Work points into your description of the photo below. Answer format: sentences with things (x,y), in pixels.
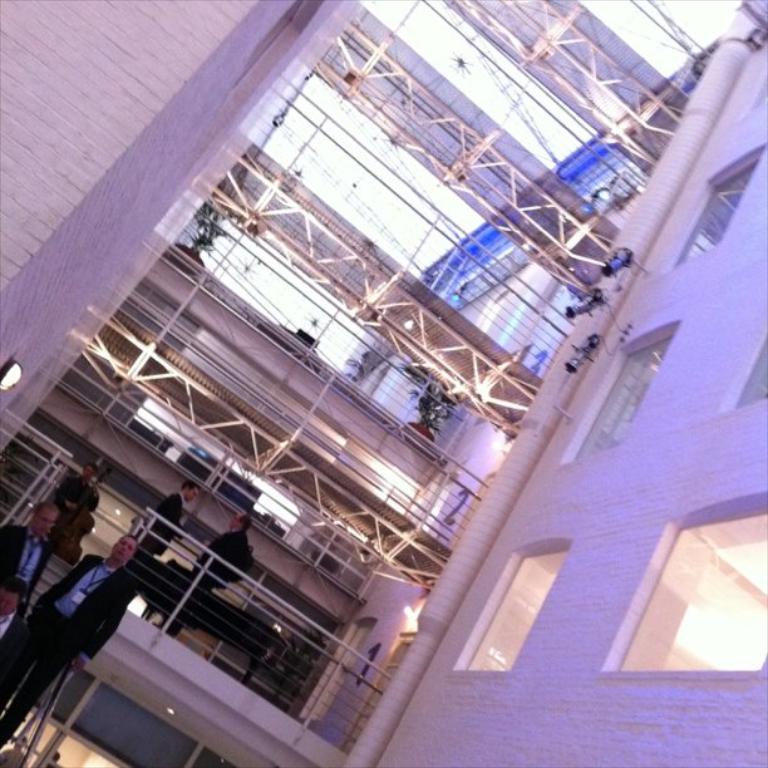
In this image we can see building (640,88), iron grills (390,76), sky (380,238), lights (618,269), person (89,503) standing on the floor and holding a musical instrument (78,515) in the hands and persons (169,532) standing on the floor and on the stairs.
